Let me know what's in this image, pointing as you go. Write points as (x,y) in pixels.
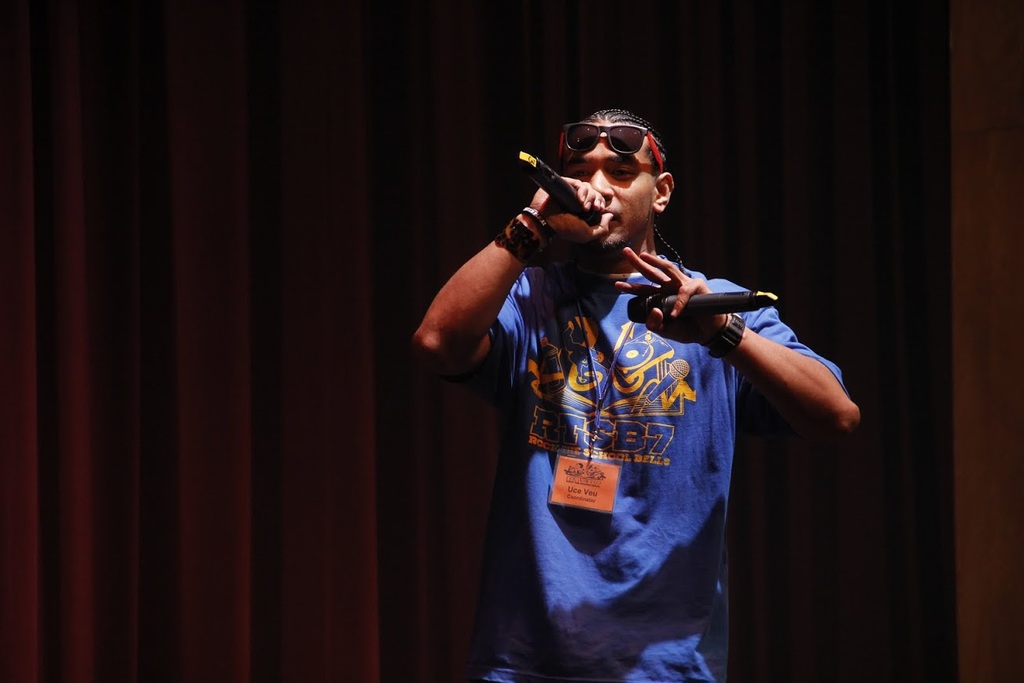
In the picture we can see a man (530,537) standing and holding a microphone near to his mouth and singing a song and he is holding another microphone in the other hand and he is in blue T-shirt (517,635) and id card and behind him we can see a curtain (374,577) which is red in color and beside it we can see a wall (1005,334).
